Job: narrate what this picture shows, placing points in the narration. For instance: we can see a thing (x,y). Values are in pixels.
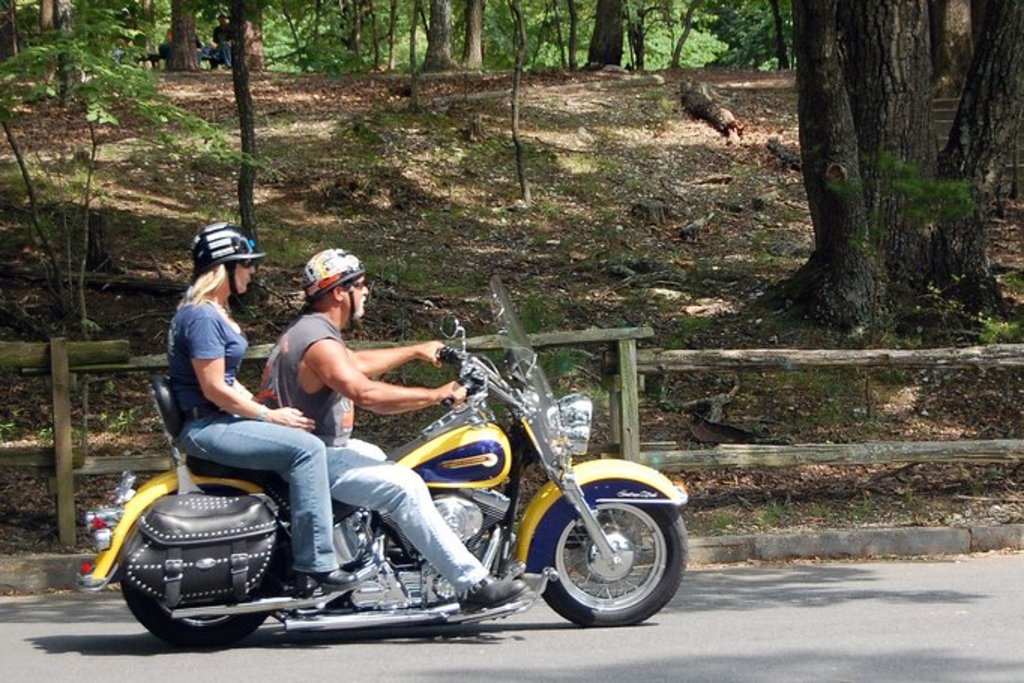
In this image I can see two people (338,363). One person (380,382) is riding motorcycle (408,582) and another one is sitting back side of him. At the back (208,55) there are people (212,43) sitting inside the forest (536,201).
